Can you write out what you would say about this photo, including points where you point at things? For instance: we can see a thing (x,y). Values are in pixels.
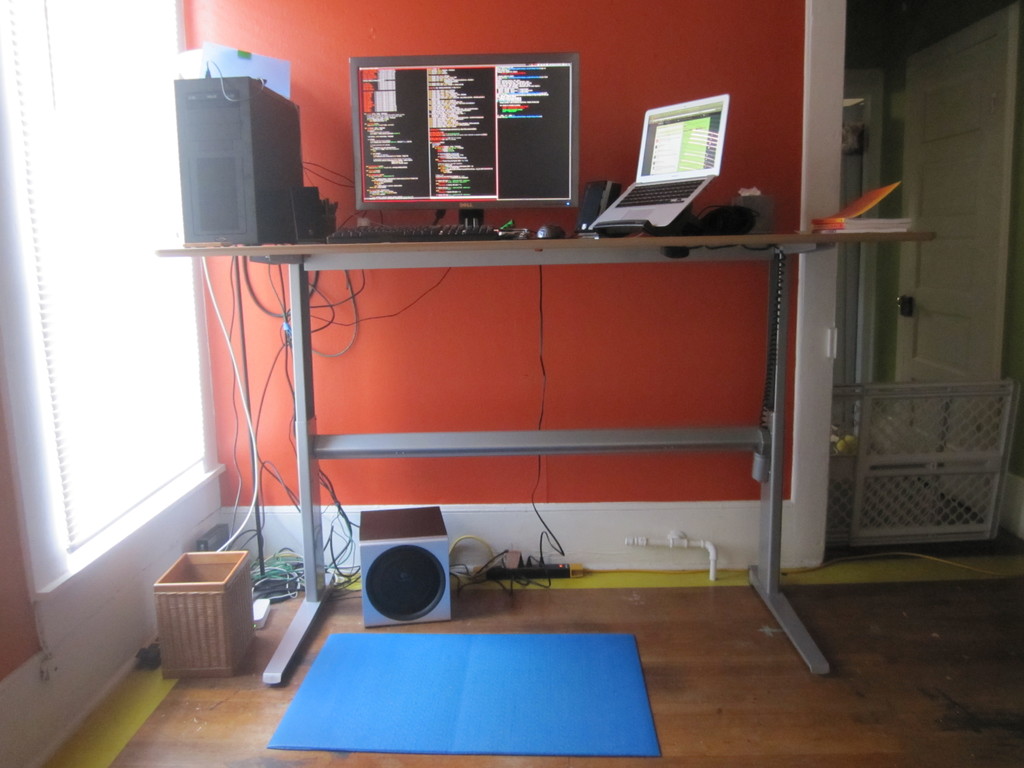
In this image i can see a inside view of a house (638,376) and middle i can see a table (353,246). on the table (325,261) there is a keypad (462,230), mouse (547,227), laptop (685,177), cpu (267,202) kept on the table (266,247) and there are some wires (280,563) kept on the floor (274,605) and there is a basket (187,665) kept on the left side (201,635) and there is a blue color carpet (408,728) kept on the middle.
